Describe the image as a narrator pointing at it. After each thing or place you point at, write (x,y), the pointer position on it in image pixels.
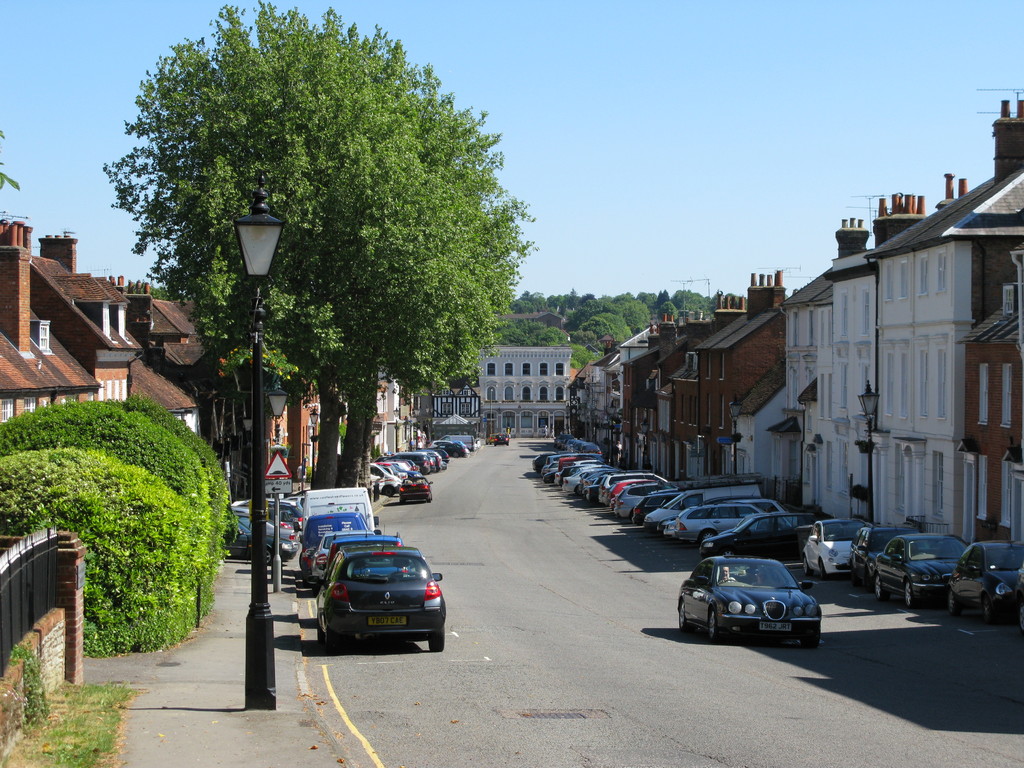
In this picture we can see vehicles (427,638) on the road (495,637), light poles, sign board (280,490), fence (57,540), trees (453,325), buildings (506,364) with windows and some objects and in the background (664,103) we can see the sky (657,148).
